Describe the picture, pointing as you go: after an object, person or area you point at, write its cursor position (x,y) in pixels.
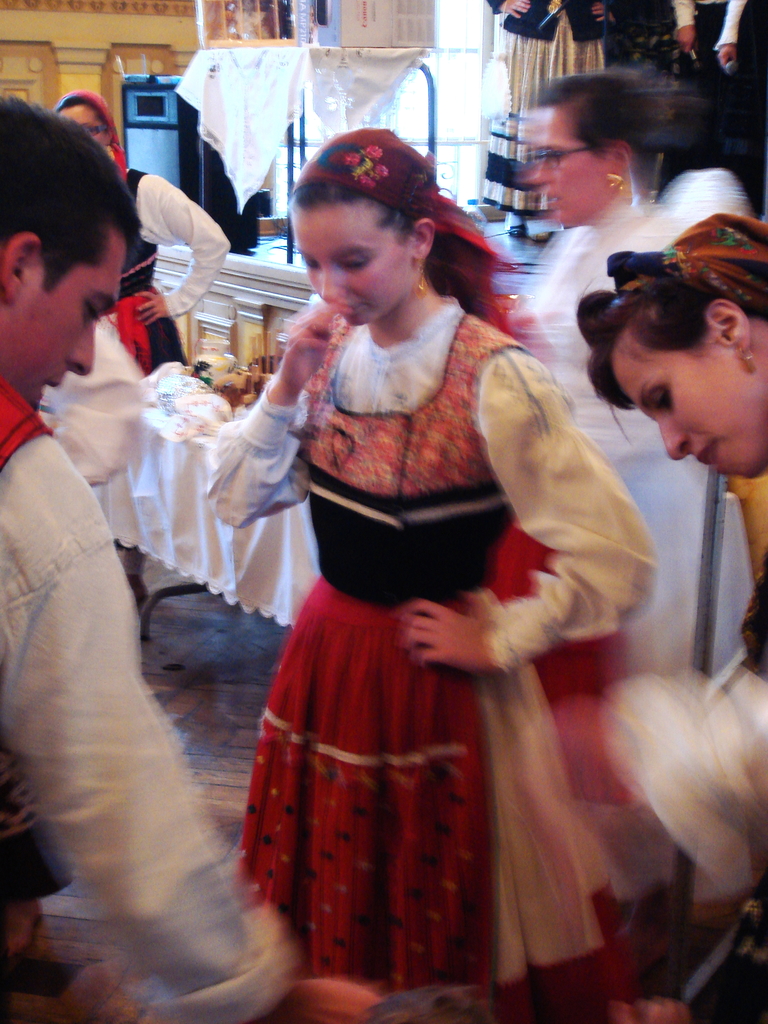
In the foreground of this picture (391,679), there is a woman (392,885) in white and red dress (439,945) and there is a man (70,322) and a woman (757,421) on either side of the image. In the background (513,59), there are tables (223,132), speaker box (154,98), persons (514,149) standing and a wall (161,56).
